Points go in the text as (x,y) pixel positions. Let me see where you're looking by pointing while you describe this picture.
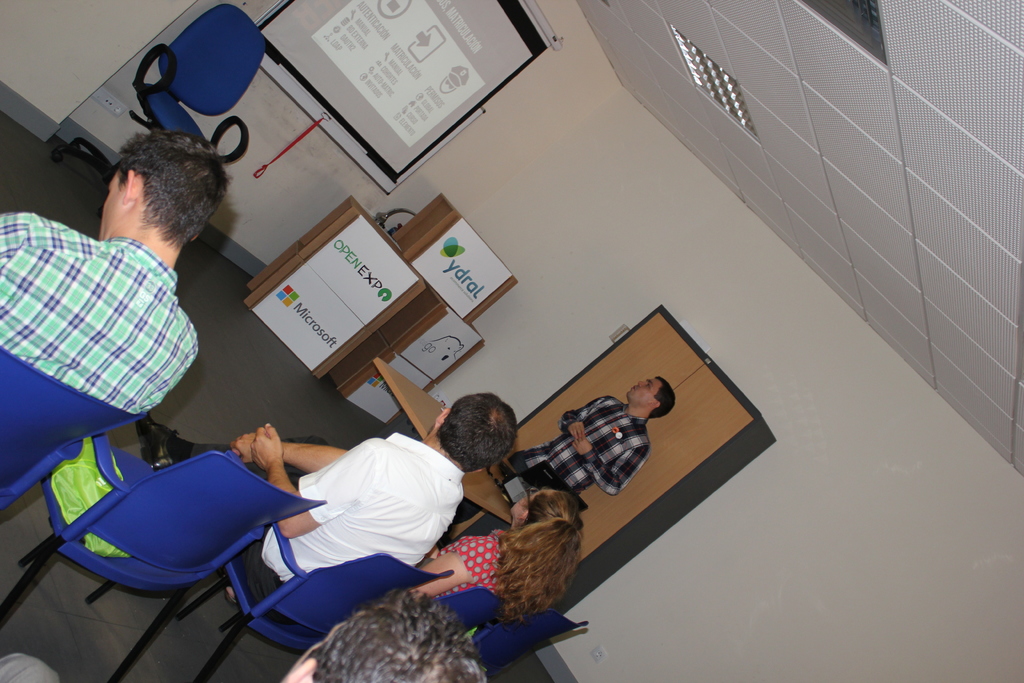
In this image, there are three persons (78,323) wearing clothes (124,396) and sitting on chairs (91,415). There is a screen (362,149) and chair (210,87) at the top of the image (245,84). There is a person (566,440) in the middle of the image (571,455) wearing clothes (554,454) and standing in front of the table (498,483). There is a ceiling (799,113) in the top right of the image (813,81).
